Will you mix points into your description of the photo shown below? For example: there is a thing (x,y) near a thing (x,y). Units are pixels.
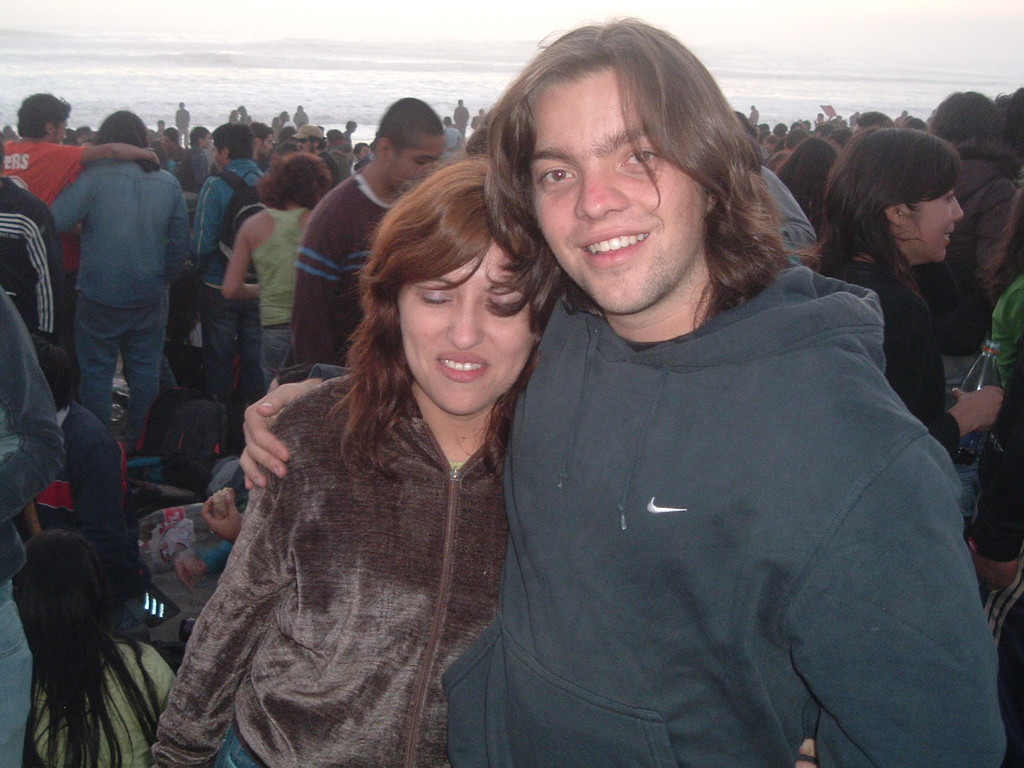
In this picture I can see a man (685,379) and a woman (387,270), there are group of people (346,210), and in the background (779,95) there is water (285,80).
